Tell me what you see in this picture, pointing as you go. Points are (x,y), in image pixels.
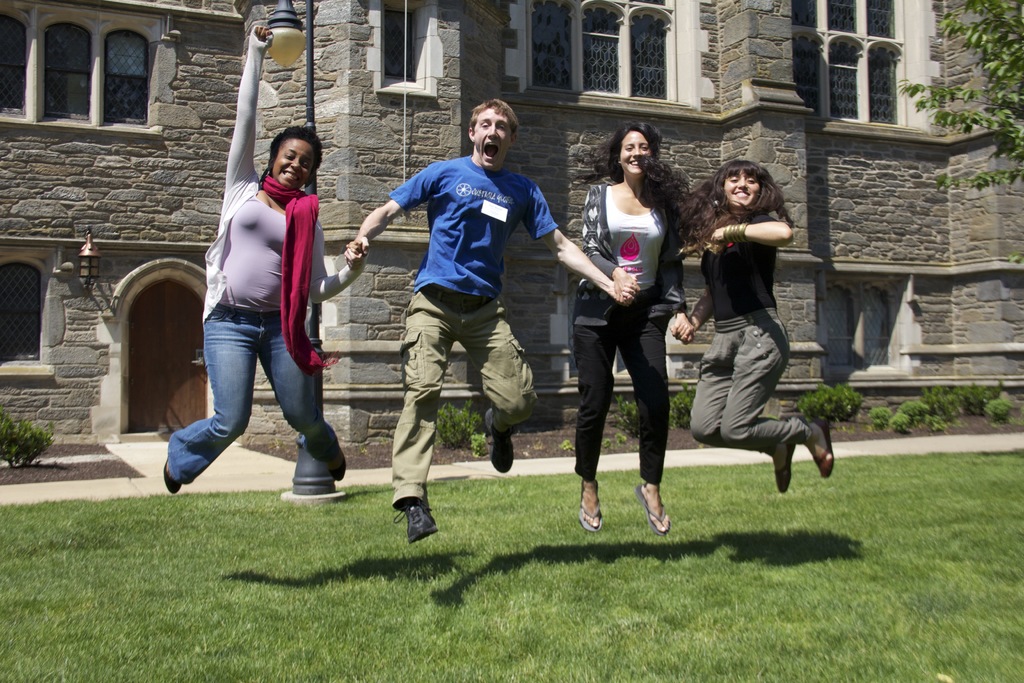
In this image there is a man (442,303) along with the woman (756,240) jumping. In the background (800,79) we can see a building (806,68), tree (993,60) and also light pole (307,40). At the bottom (507,609) there is grass (490,631).
